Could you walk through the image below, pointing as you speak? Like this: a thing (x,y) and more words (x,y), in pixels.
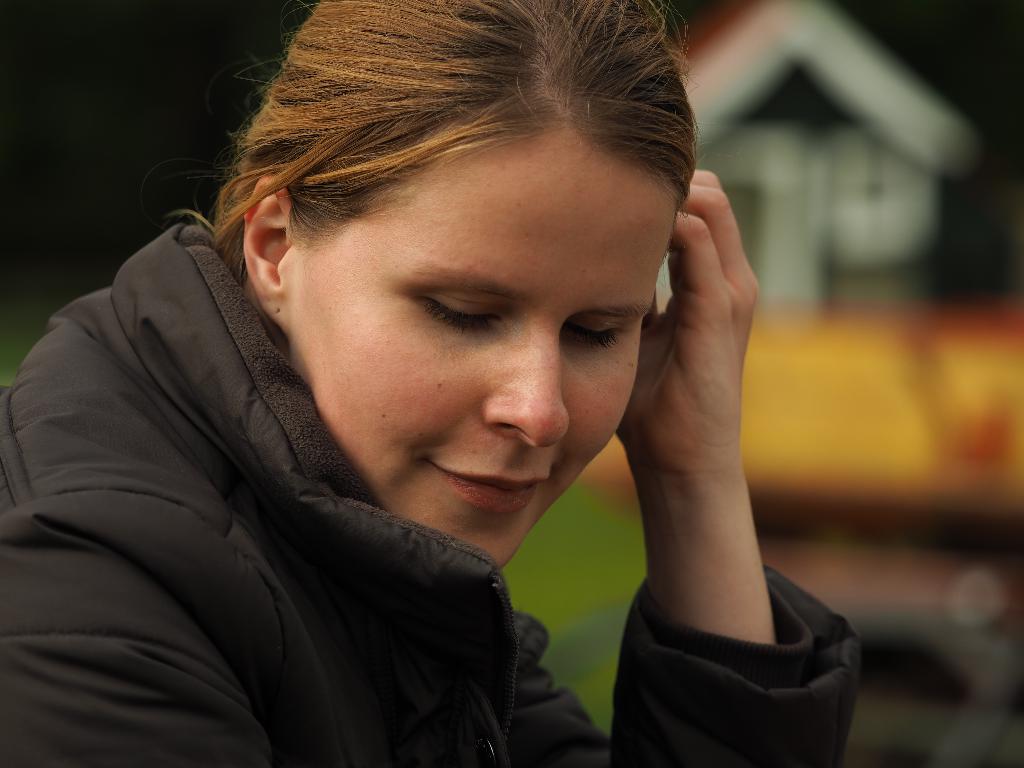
In the image there is a woman (342,210) in golden hair (342,210) and black jacket (282,616) in the front (490,607) and in the back (842,133) it seems to be home (825,214) on the right side (796,196).
